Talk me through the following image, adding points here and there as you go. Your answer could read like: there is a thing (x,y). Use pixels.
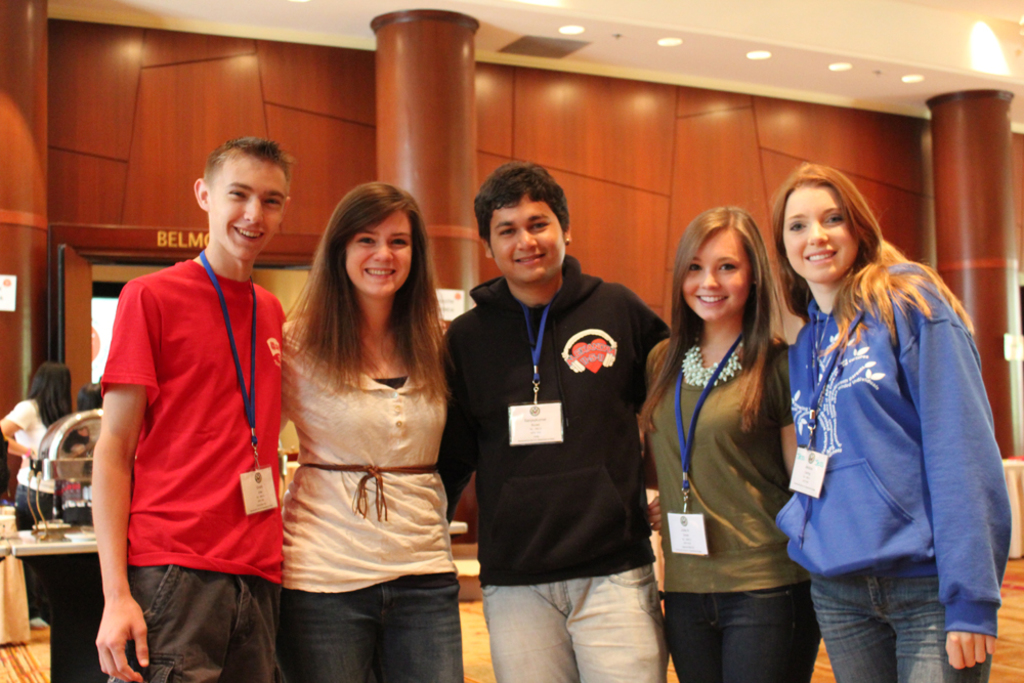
In the foreground of the picture (431,330) I can see five persons (644,520) and there is a smile on their faces (268,225). I can see a woman (4,439) on the left side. It is looking like a table (30,540) on the left side (79,584). In the background (470,170), I can see the pillars (460,85). There is a lighting arrangement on the roof (760,23).
